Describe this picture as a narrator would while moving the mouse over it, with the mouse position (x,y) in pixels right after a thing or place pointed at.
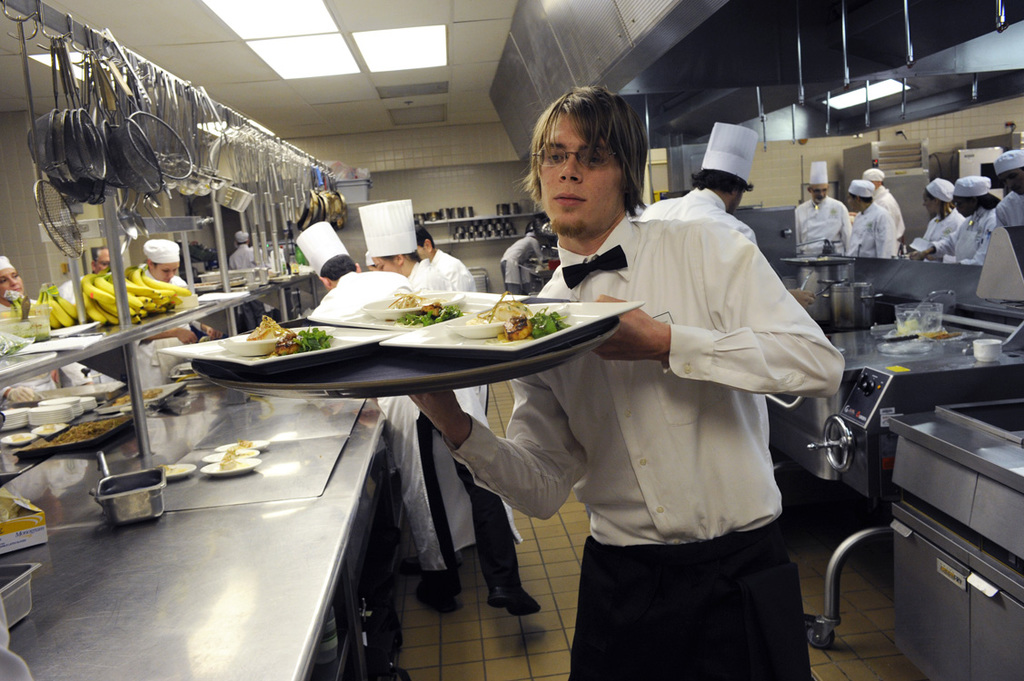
This image is taken indoors. At the top of the image (312,28) there is a ceiling (460,73) with a few lights (419,60). At the bottom of the image (491,630) there is a floor (879,622). On the left side of the image (154,626) there is a kitchen platform (203,560) with many things (165,400) on it and there are a few shelves (146,322) and there are a few bananas (131,285) and a few things (254,277) on the shelves (268,283). There are many spatulas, vessels (70,167), pans (327,190) and many things (167,136) on the hanger (91,40). In the background (400,172) there is a wall (459,198) and there are a few shelves (474,239) with many things (445,211) on them. In the middle of the image (651,269) a man (655,407) is standing and he is holding a tray (375,356) with a few plates (366,324) of food items (404,300) on it and a few people (464,265) are standing on the floor (471,615). On the right side of the image (853,367) there is a stove (928,366). There are a few food items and there are few things (810,261) on the kitchen platform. Many people (849,225) are standing on the floor (884,542) and there are a few things (917,159).
